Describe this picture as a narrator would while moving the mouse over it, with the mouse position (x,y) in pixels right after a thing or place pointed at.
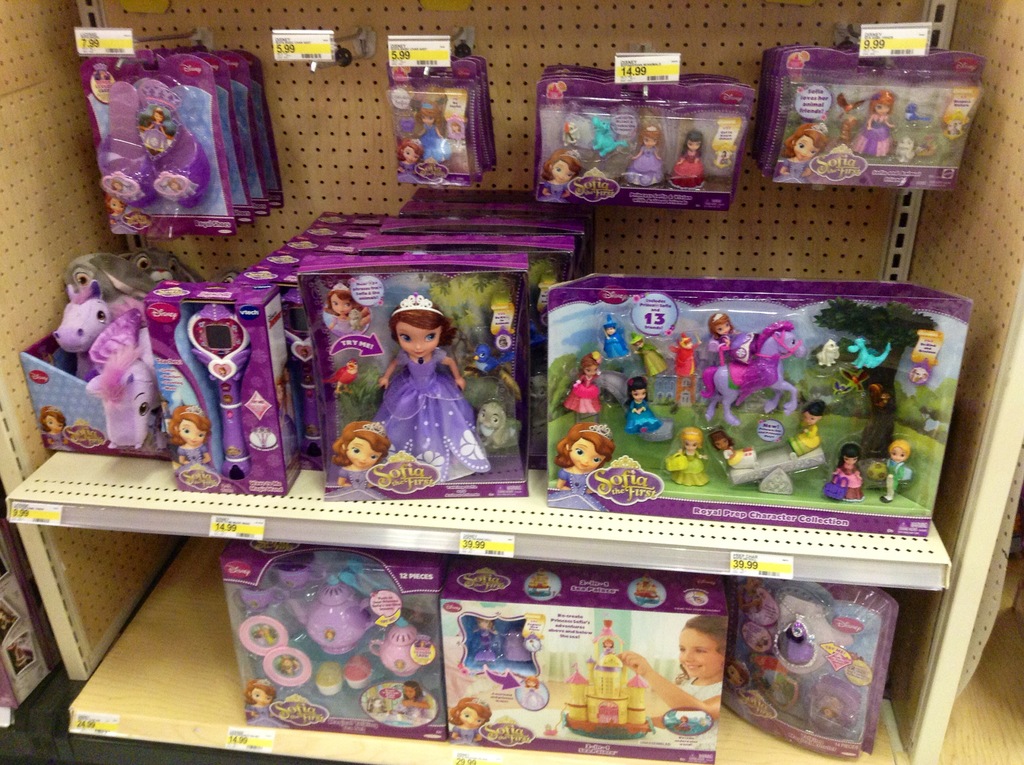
In this image I can see many toys (531,242) are placed, hanged on the wood (742,763).
